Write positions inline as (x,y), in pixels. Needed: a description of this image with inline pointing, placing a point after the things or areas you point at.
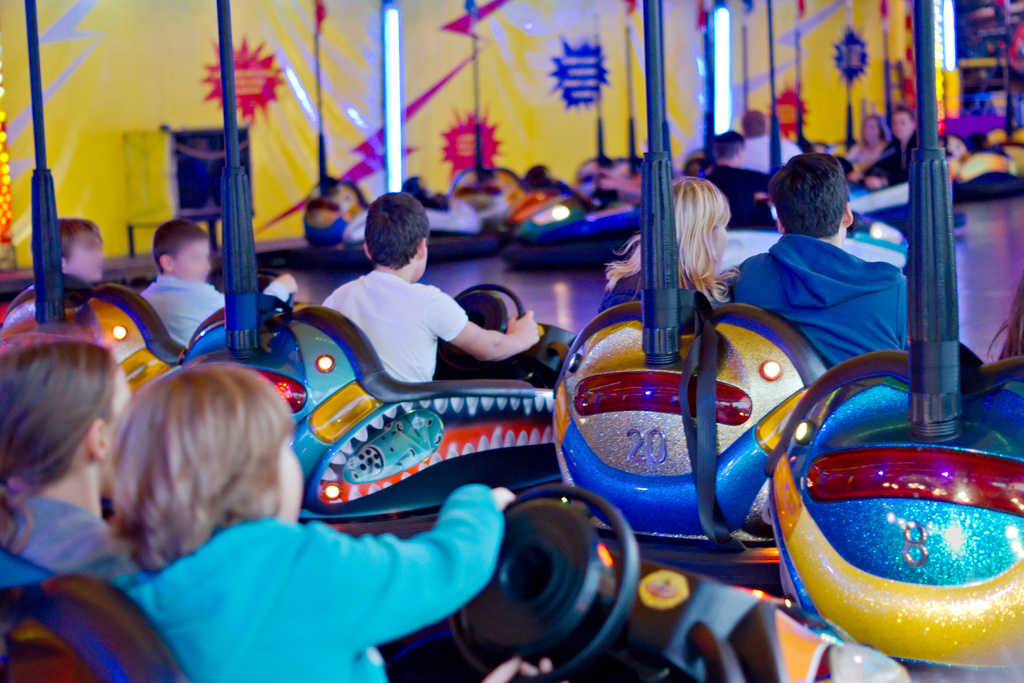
In the picture I can see people (755,269) sitting in the dashing cars (574,532) and playing. The background of the image (83,144) is slightly blurred, where we can see a few more people (894,139) sitting in the dashing cars (502,216), I can see lights (398,187) and the yellow color wall (817,57).
